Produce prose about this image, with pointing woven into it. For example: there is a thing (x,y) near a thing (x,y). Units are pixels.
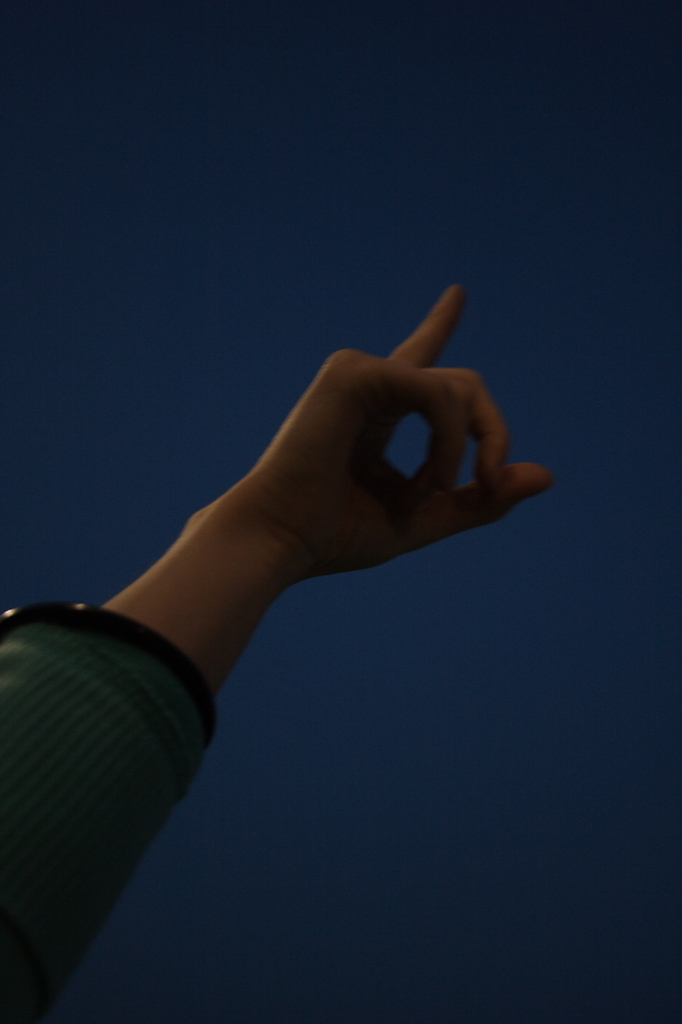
In this image we can see the hand (373,447) of a person (184,548), and the background (86,465) is blue in color.
